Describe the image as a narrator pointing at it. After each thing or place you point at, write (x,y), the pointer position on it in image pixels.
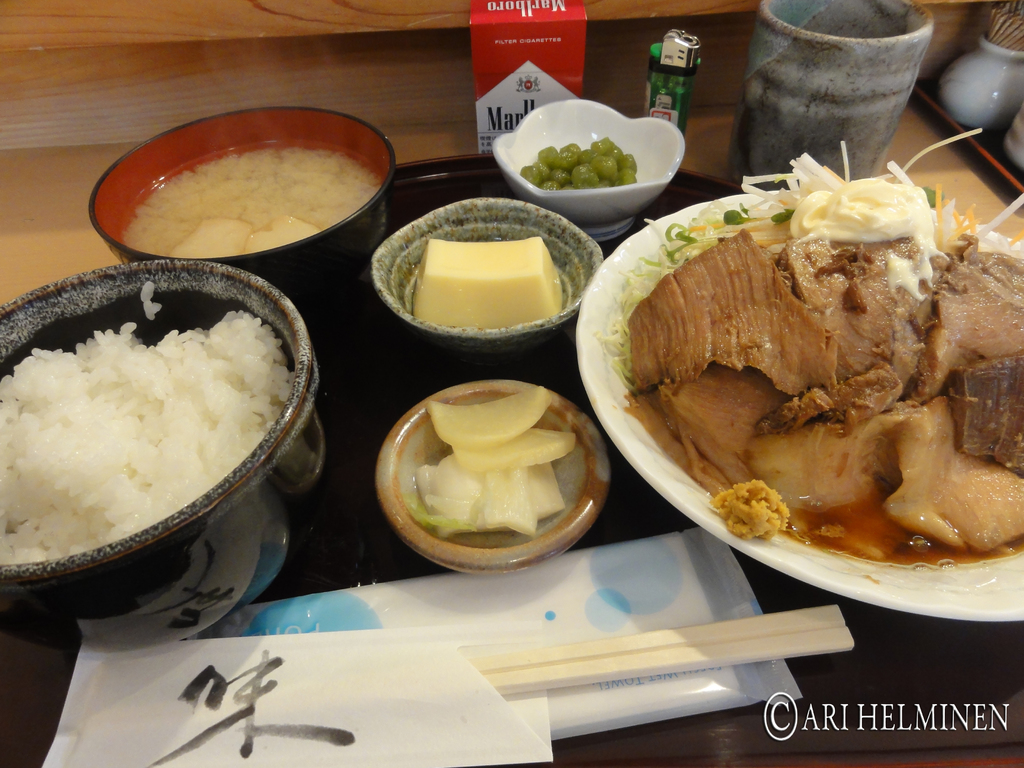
In this image, I can see the bowls (285,339), which are on a tray (326,417). These bowls (254,519) contain the food items (461,445). I can see the chopsticks (561,665), which are kept in a cover (443,667). This looks like a pocket lighter (679,84). I think this is a tumbler (833,106). I can see a tray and few other objects (508,108) are placed on the wooden board (94,177). On the right side of the image (979,104), that looks like a small jar (963,83). At the bottom of the image (844,718), that looks like the watermark (861,721).
